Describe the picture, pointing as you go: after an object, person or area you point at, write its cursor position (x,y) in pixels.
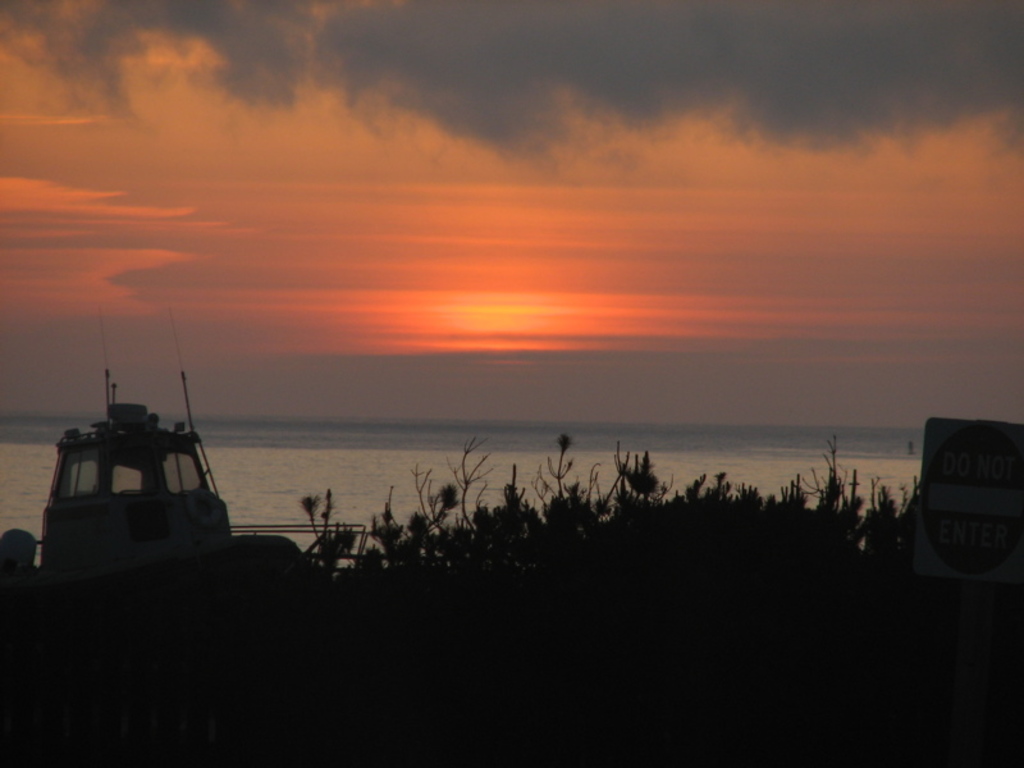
In this picture there is a boat (149,531). In the foreground (607,546) there are plants (835,453) and there is a board (1004,448) on the pole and there is a text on the board (936,502). At the top (262,211) there is sky (317,204) and there are clouds (614,13). At the bottom (373,513) there is water (379,473).
